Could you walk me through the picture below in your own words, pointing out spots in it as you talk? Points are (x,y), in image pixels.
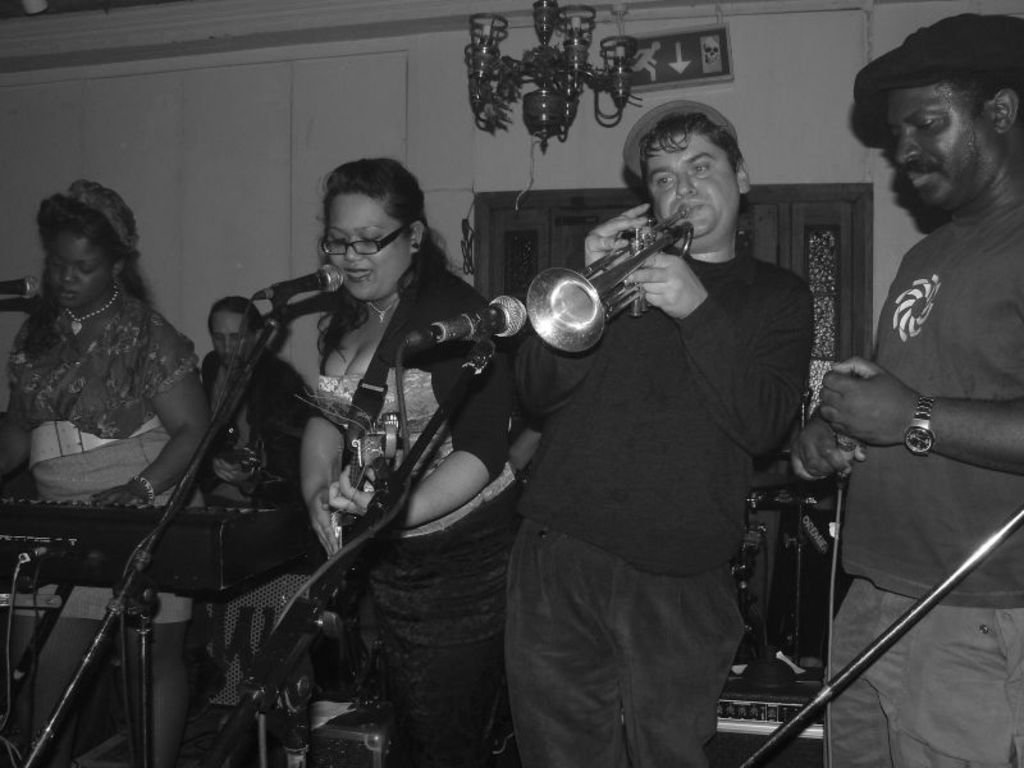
In this picture there is group of men and women (436,305) standing and playing the trumpet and guitar (352,517). Behind there is a wall (809,59) and door (570,252). On the top ceiling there is a chandelier (560,120).
